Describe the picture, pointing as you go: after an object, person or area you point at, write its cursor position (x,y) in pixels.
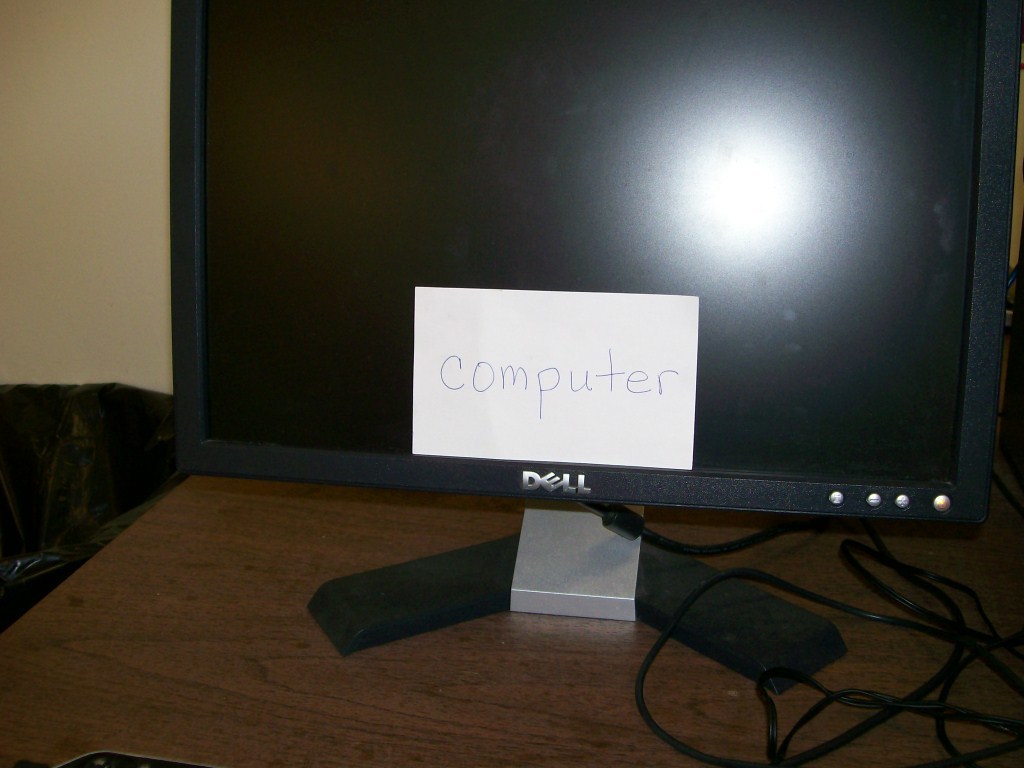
In the middle of the image (409,368) we can see a monitor (616,229) on the table (352,538), and we can see a paper (550,380) on the monitor (485,252), and also we can see cables (993,666).
